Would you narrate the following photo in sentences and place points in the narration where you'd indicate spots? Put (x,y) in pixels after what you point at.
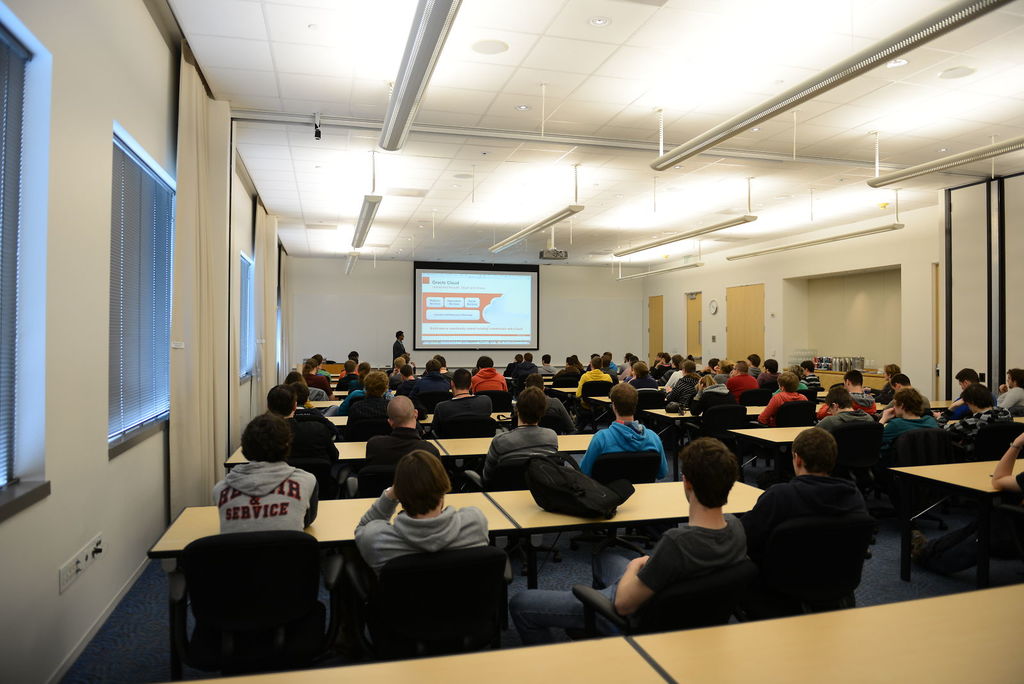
In this picture there are many people (413,524) sitting in the chairs (291,572), in front of a tables (657,501) in a room (622,414). In the background (443,326), there is a projector display screen (466,311) near to the wall (355,300) and one guy (402,348) standing near the screen (446,313). We can observe some curtains (199,387) and windows (146,318) here.
